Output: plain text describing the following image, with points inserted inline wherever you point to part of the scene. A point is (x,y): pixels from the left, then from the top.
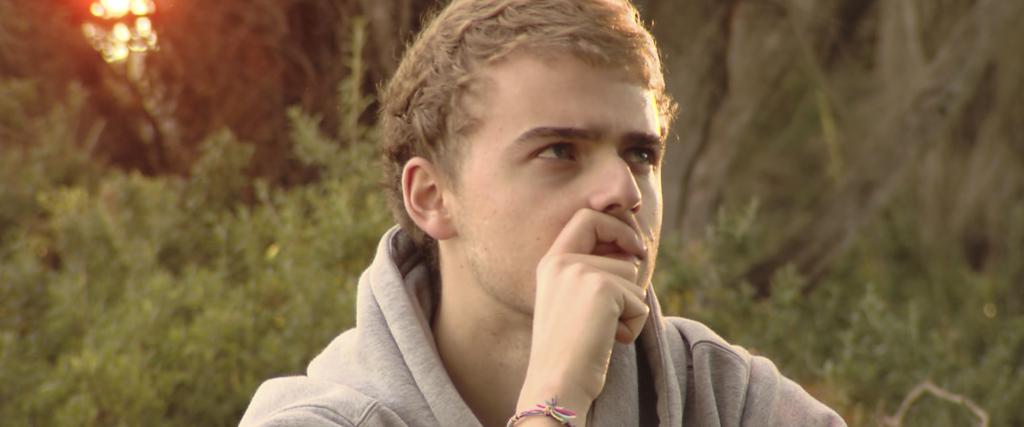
In the foreground of the picture (662,315) there is a man (428,357) wearing a hoodie (428,363). The background (178,178) is blurred. In the background (218,297) there are plants (871,330) and trees (131,61). At the top (130,23) the sun (124,27) is shining.
